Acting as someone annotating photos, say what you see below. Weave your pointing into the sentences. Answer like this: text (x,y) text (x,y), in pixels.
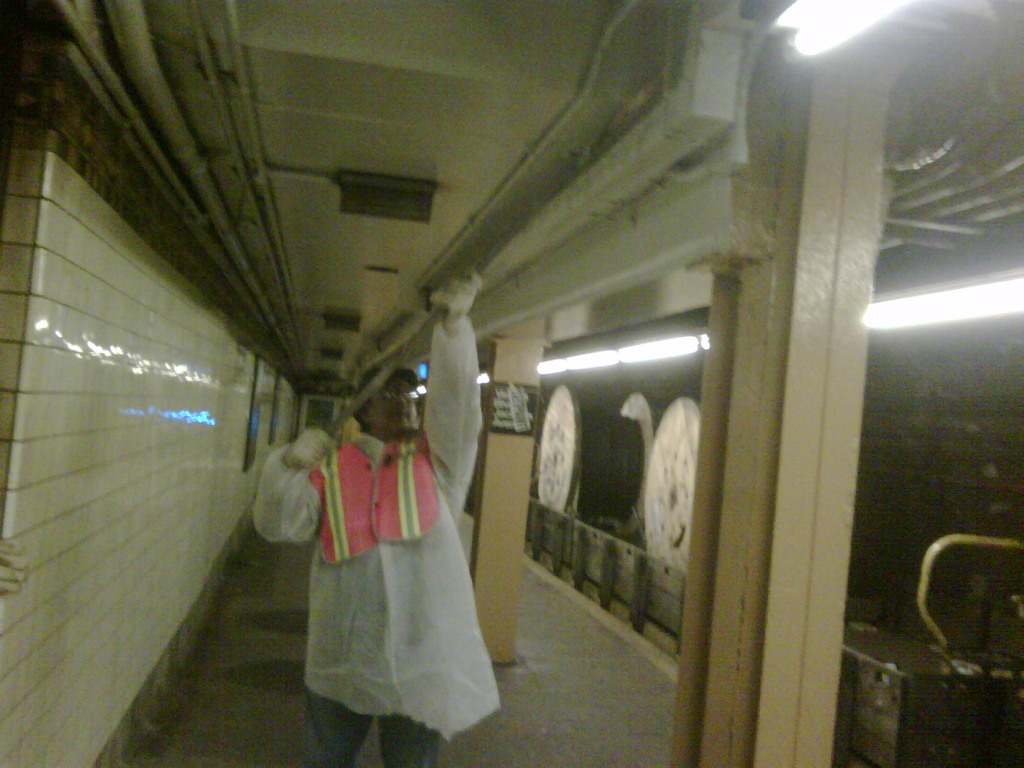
In this image I can see a person (463,415) is there in white color dress (418,612). On the right side (943,304) there are lights (630,352), on the left side (142,422) there is the wall (90,524).
